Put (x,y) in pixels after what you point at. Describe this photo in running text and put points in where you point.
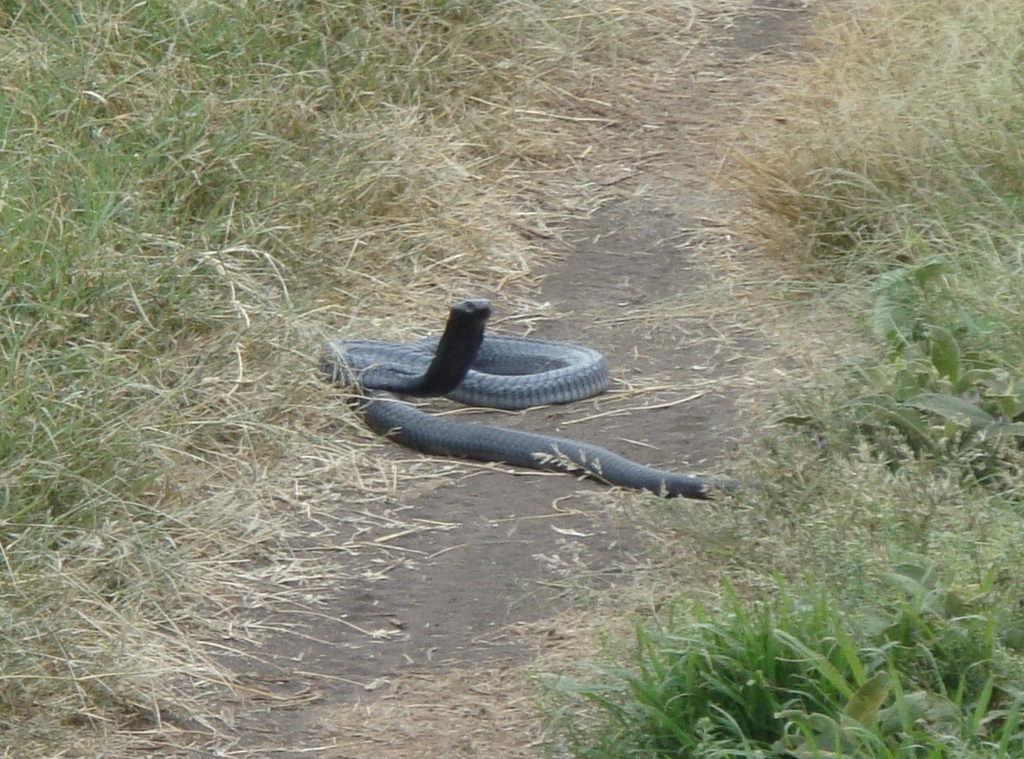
In this image we can see a snake (413,423) on the ground (441,476). On the ground (336,192) there is grass (834,255) and plants (859,741).
